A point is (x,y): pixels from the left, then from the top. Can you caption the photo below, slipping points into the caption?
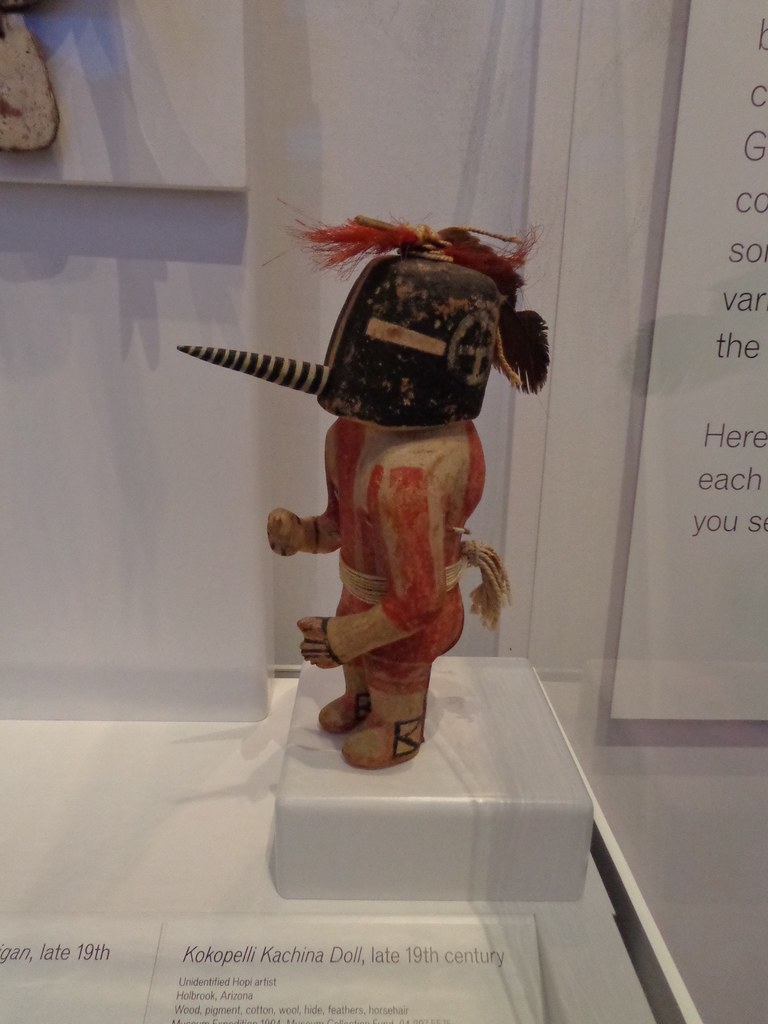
In this image, we can see an object (370,744) on the white colored surface (458,744). We can see the wall (251,104) with an object (15,21) and a board (632,675) with some text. We can also see some text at the bottom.
